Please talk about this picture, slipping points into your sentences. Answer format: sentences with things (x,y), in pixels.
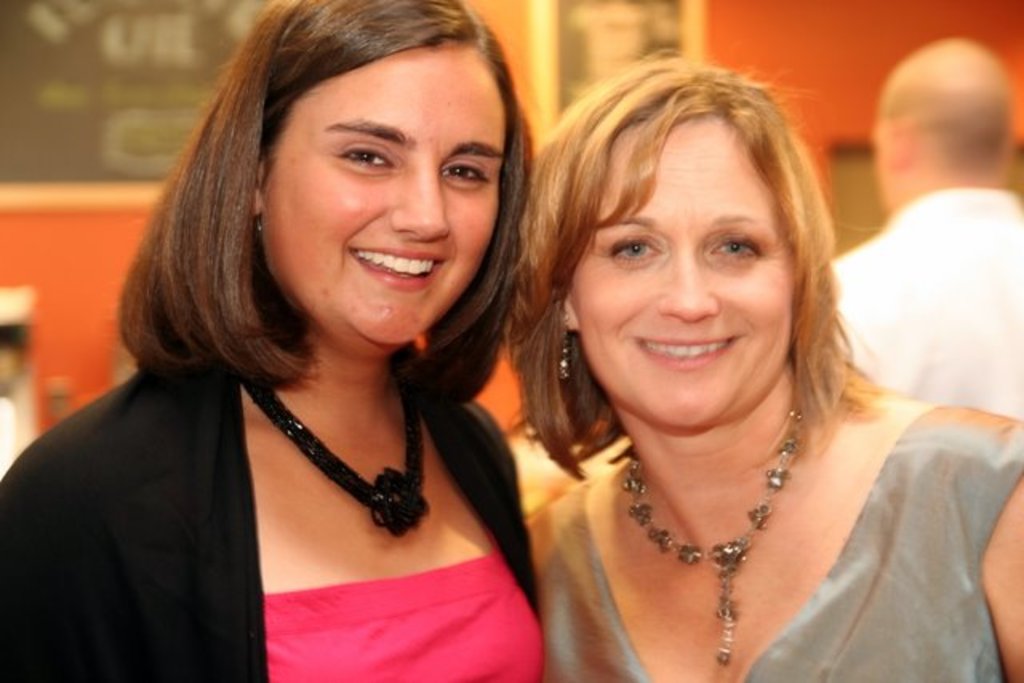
In this picture we can see two women (189,523) smiling and in the background (809,72) we can see a person (1006,170), frames (648,33) on the wall (783,29) and some objects (26,418).
